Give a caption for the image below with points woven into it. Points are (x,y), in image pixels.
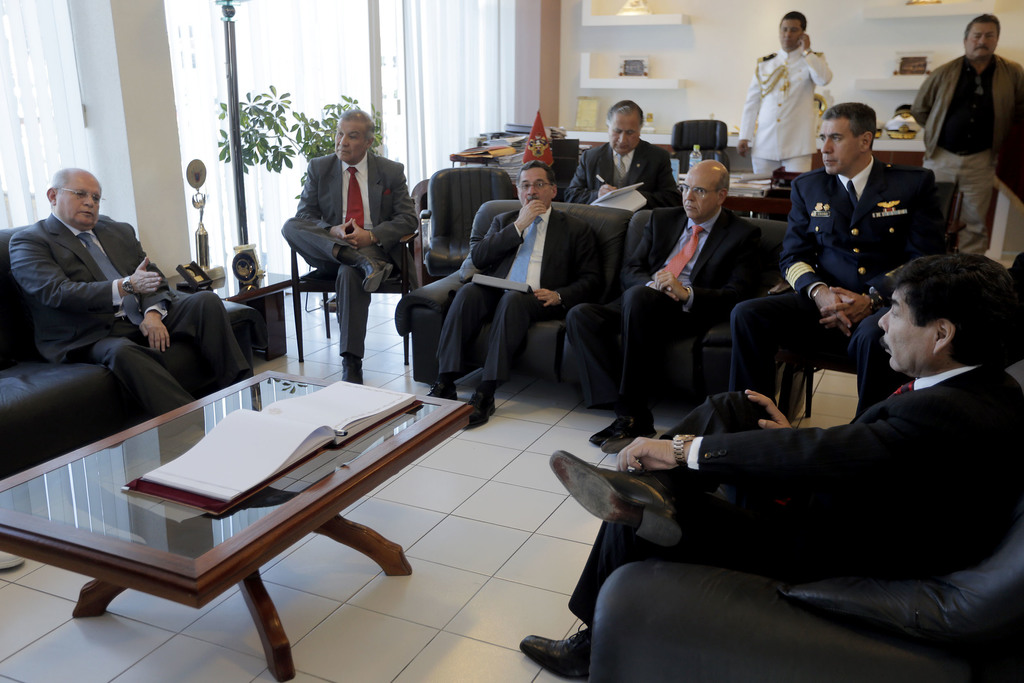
In this image, group of people (571,245) are sat on the black chairs (950,221). The back side, 2 peoples (936,111) are standing. Here we can see white wall (719,65), few items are placed here. On left side (335,135), there is a plant (315,135), table (269,282), few items (247,275) are there, curtain (426,98), window (294,95). In left side (212,534) bottom, there is a glass table (251,505), there is a book (306,437) and pen (332,431) on it. Left side person (135,302) is talking.
